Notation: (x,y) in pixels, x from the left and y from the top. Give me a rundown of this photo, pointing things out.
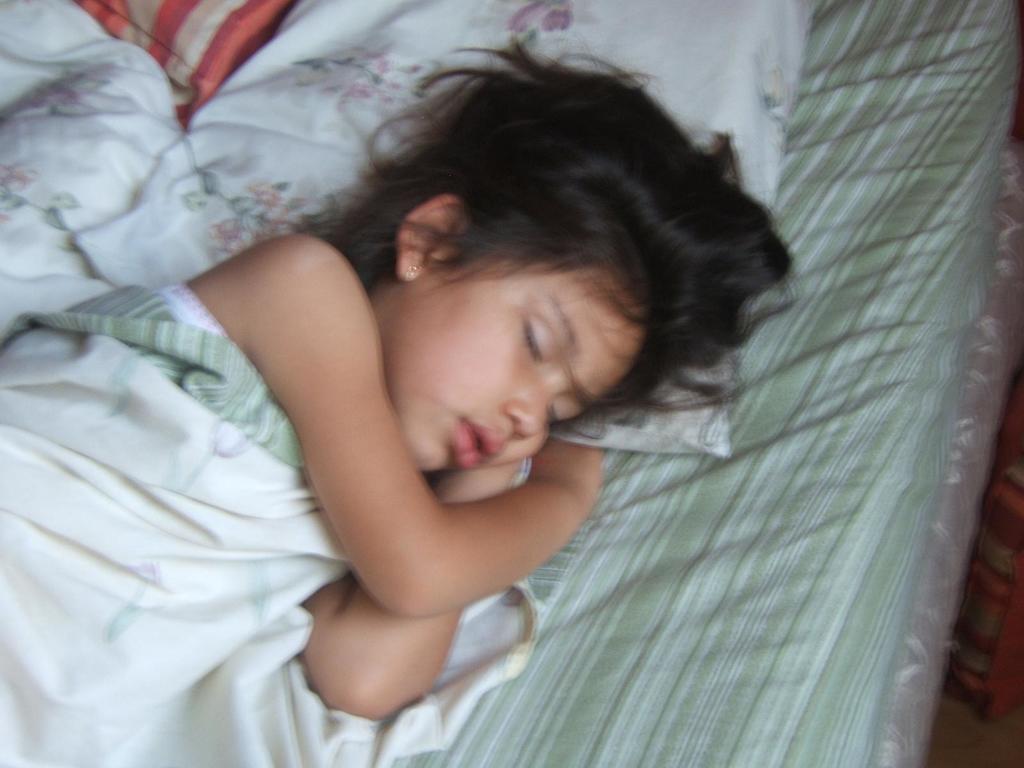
In this picture we can see a girl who is laying on the bed (815,594). And these are the pillows (252,139).
